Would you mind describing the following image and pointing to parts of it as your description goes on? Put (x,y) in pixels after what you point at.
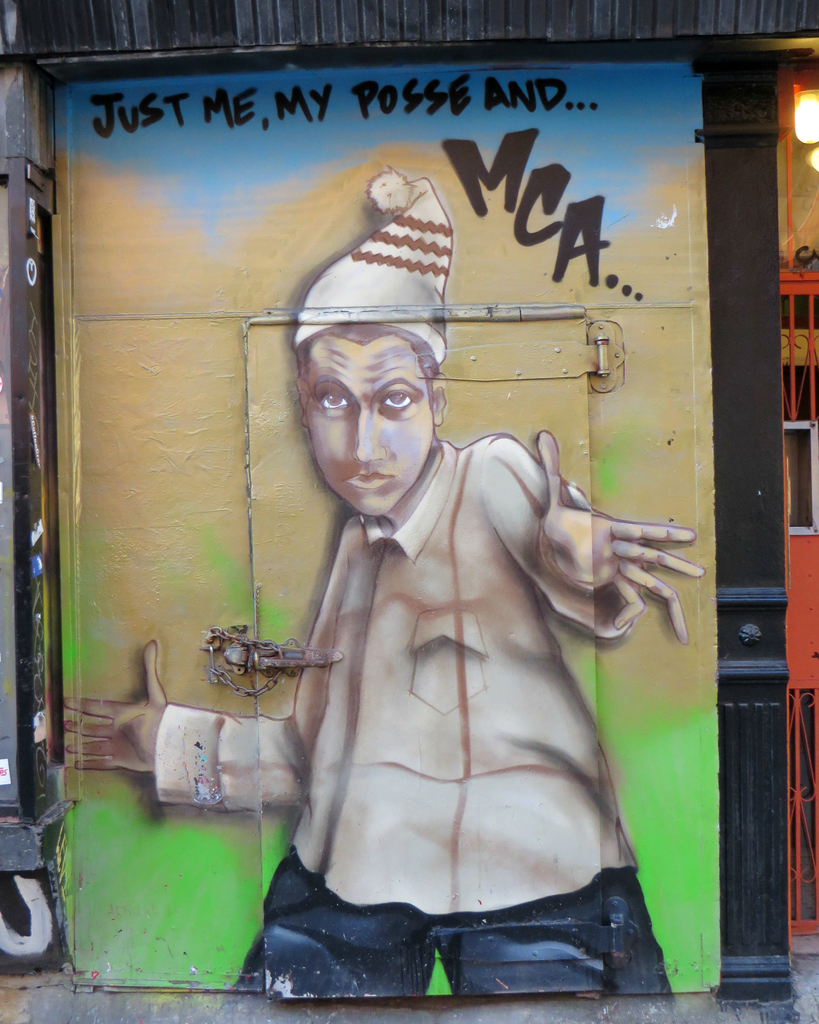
In the center of the picture (406,459) there is a wall (78,907) and a door (275,471). In the wall (84,139) there is a painting (365,266). On the right (817,440) there is a light (799,113) and gate (806,553).
